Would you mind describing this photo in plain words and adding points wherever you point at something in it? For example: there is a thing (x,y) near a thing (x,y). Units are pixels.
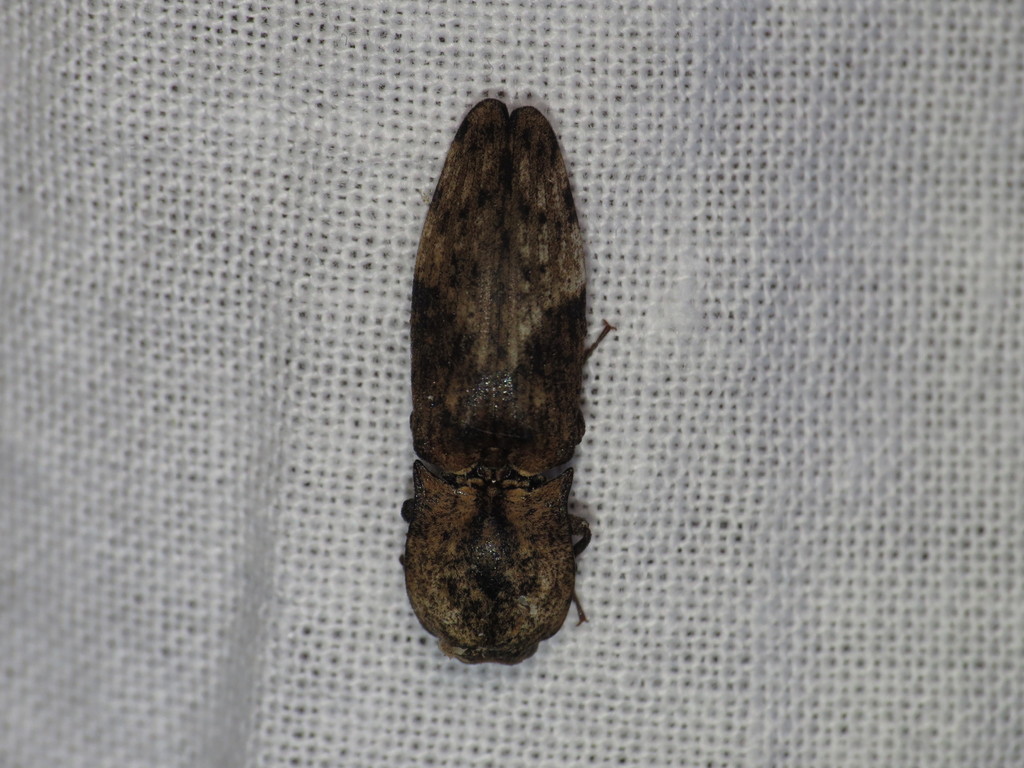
In the foreground of this image (583,354), there is an insect (515,447) on a white surface (729,250).
